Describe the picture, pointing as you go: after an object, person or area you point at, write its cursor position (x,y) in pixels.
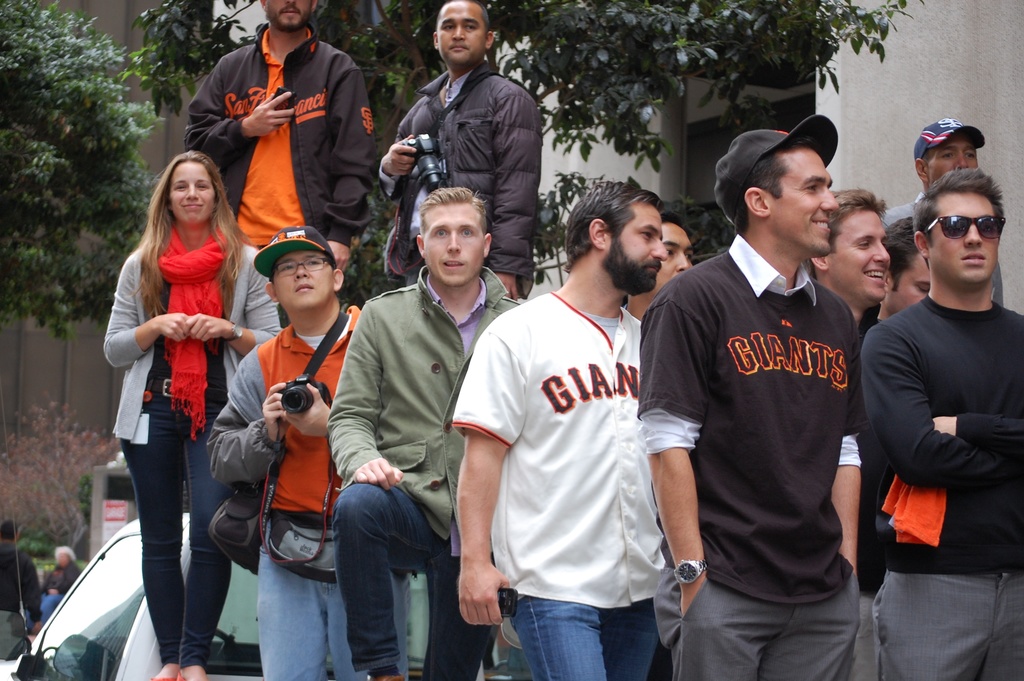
In this picture I can see number of people (492,253) in front (1007,403) who are standing and I see that 2 men (276,344) are holding cameras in their hands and few of them are standing on a car (70,644). In the background (49,66) I can see the trees (16,263) and on the right side of this picture (896,20) I can see a building (768,83). On the bottom left corner of this picture (6,540) I can see 2 persons (24,571).
